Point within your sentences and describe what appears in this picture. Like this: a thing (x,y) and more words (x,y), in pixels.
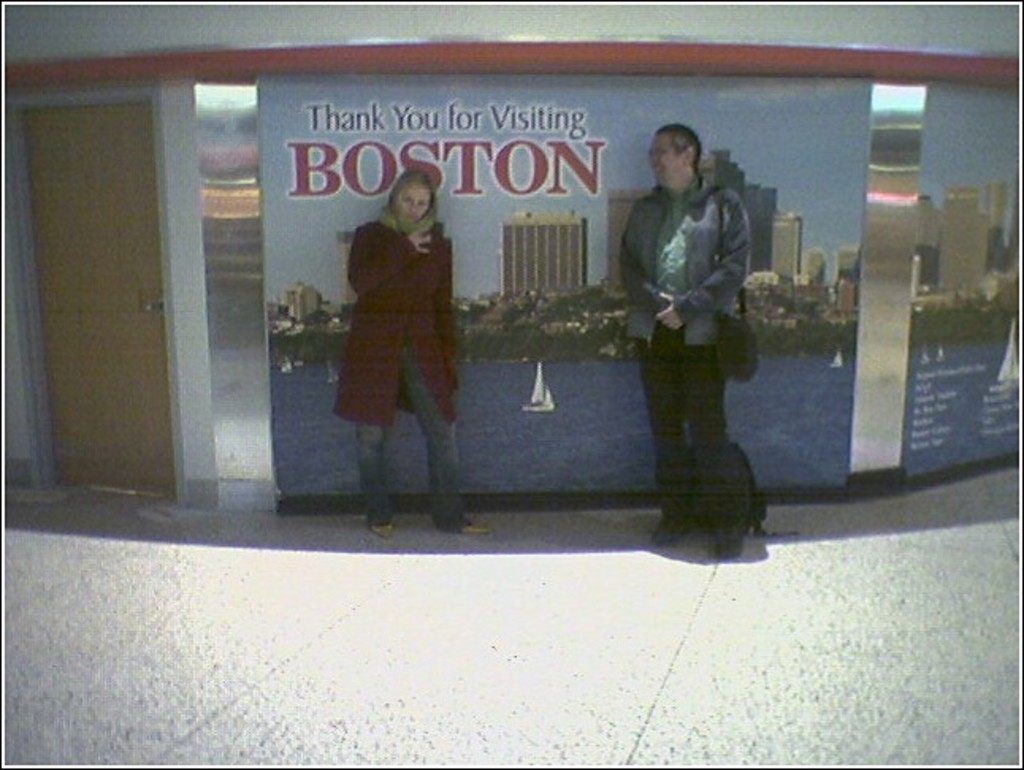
In this picture I can see two persons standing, there are boards (621,205) to the wall (35,17) and there is a door (143,192).
